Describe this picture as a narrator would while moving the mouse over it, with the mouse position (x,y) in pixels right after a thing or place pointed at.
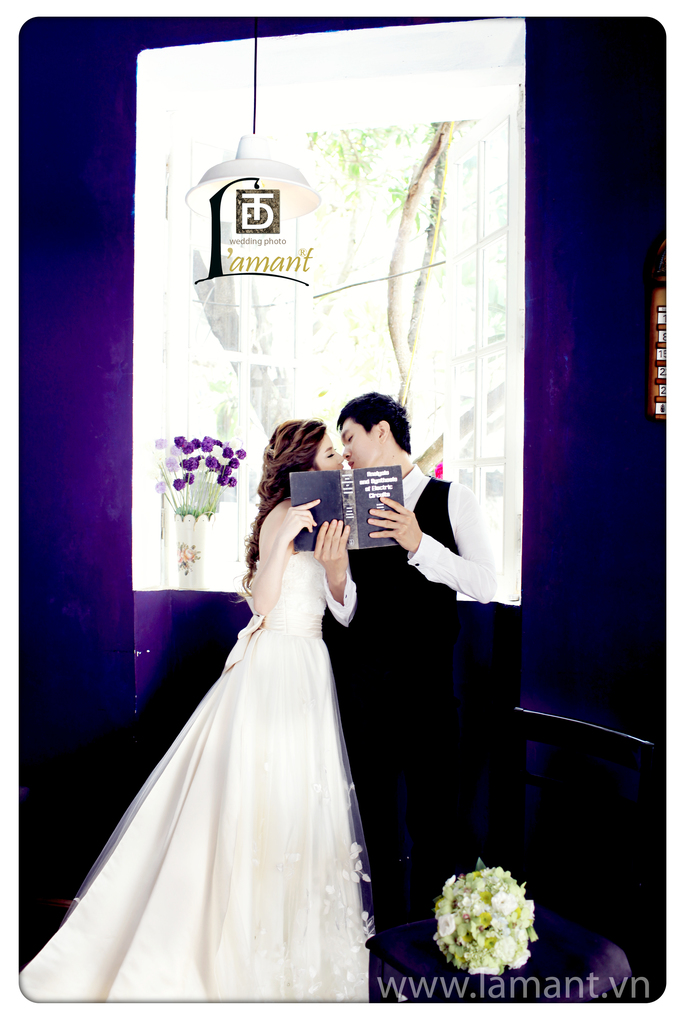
In the center of the image (285,514) there is a man (447,757) and woman (326,660) holding a book (319,521). In the background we can see an advertisement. At the bottom (481,877) there is a bouquet (479,919).
